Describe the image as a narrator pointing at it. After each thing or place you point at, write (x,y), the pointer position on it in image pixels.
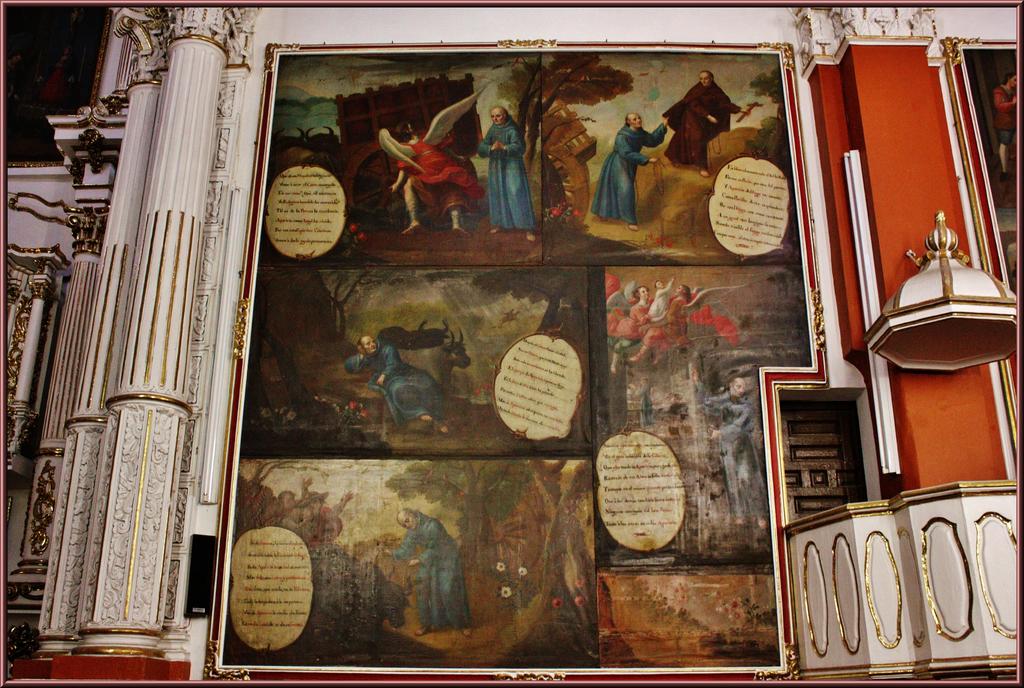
In this image, we can see an art (526,294) on the wall (301,36). There are pillars (109,337) on the left side of the image (68,404).
